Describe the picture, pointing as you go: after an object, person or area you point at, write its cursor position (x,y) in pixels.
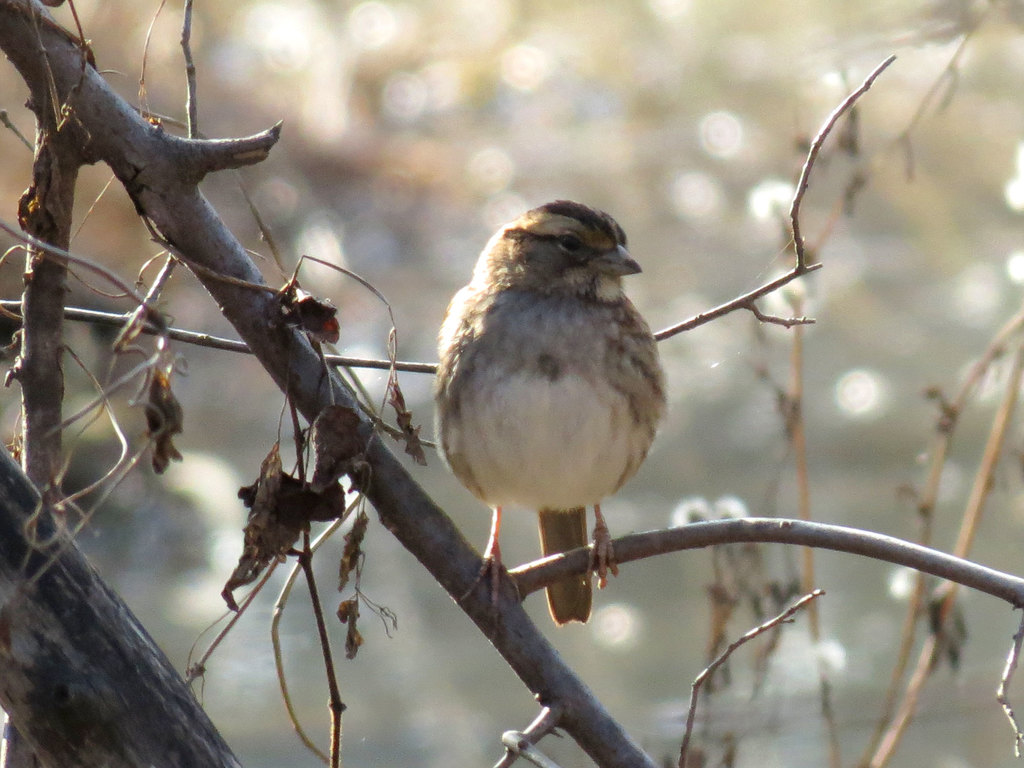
In this picture I can see in the middle (611,258) a bird (528,346) is standing on the branch (568,564) of a tree (58,760).
